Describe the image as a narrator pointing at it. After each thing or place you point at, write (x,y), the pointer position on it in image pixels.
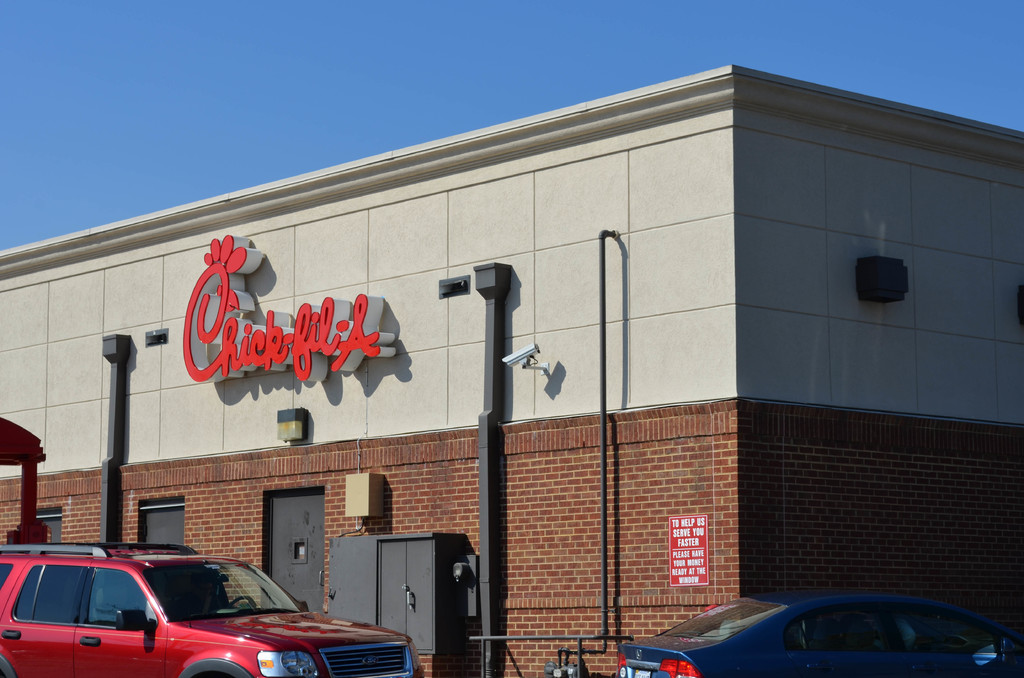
In this image in front (58,623) there are cars (929,621). Behind the cars (102,608) there is a building (425,298). In the background of the image (407,86) there is sky (286,31).
